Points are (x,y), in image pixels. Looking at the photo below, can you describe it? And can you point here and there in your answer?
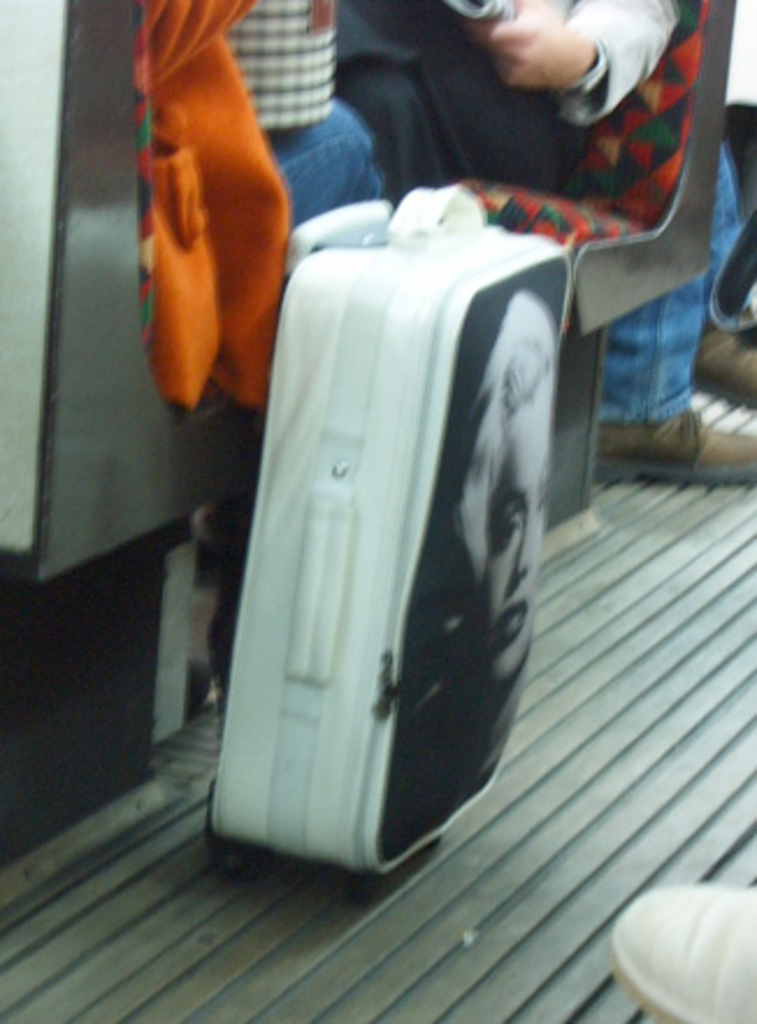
Persons (354,106) are sitting on a chair (152,228). Beside this person (568,82) there is a luggage (312,530). On luggage (312,530) there is a painting (477,596) of a woman (525,323).
